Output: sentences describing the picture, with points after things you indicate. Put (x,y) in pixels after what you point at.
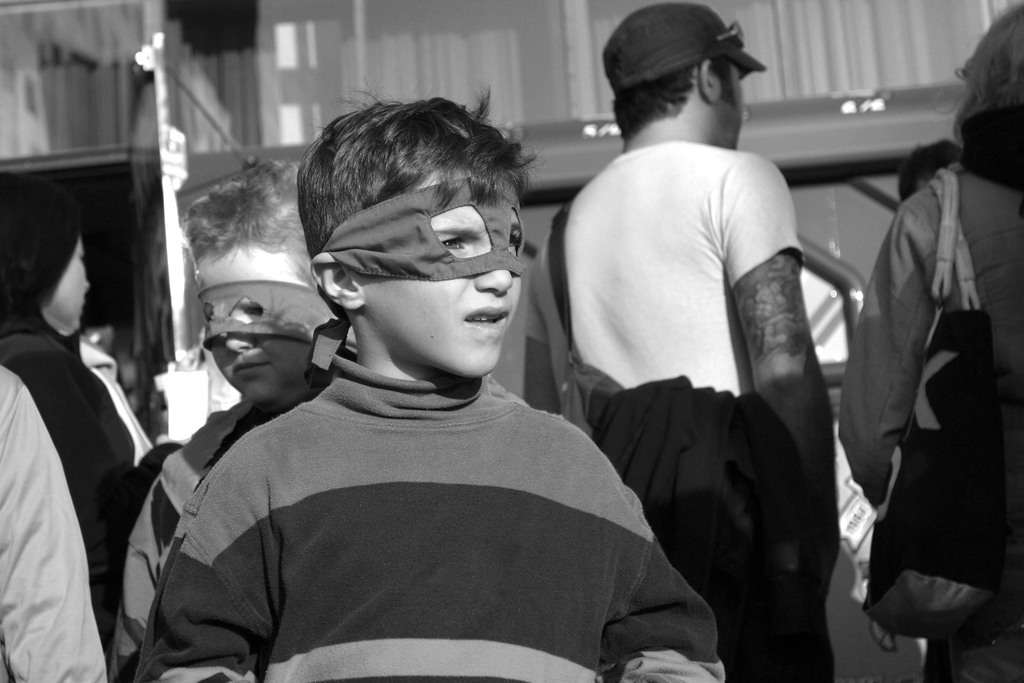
In this picture I can observe two children (446,444). They are wearing masks (389,258) on their face (466,241). There are some people (96,452) standing behind them. This is a black and white image.
